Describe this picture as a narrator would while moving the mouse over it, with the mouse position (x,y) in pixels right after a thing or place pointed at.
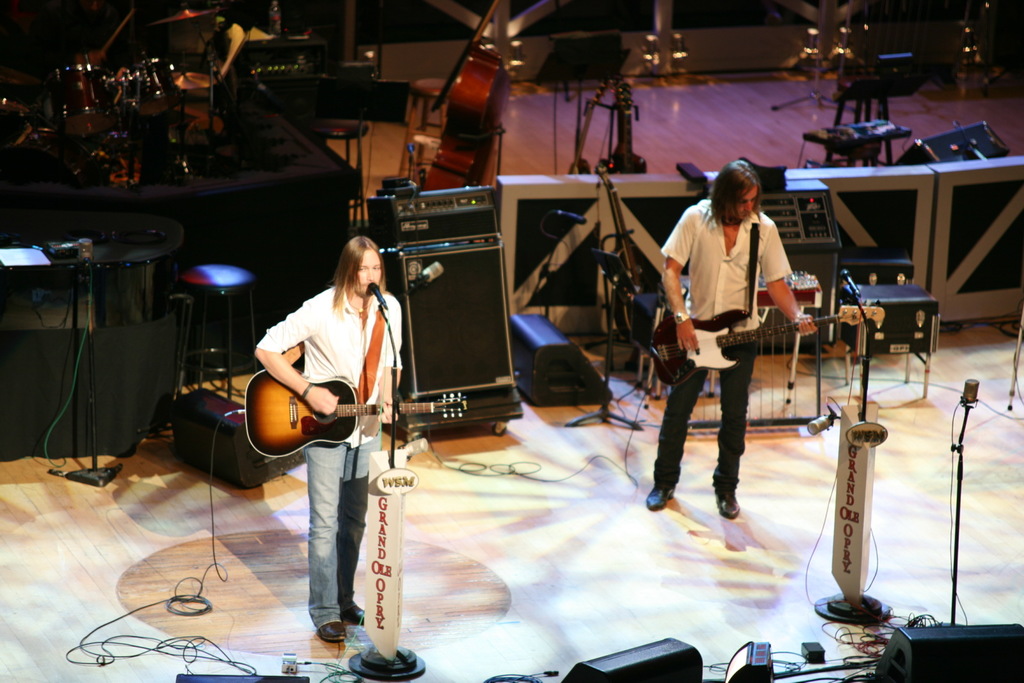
In the middle of the image (354,360) a man (322,328) standing and playing guitar (345,424) and singing. In the middle of the image (678,444) a man (695,263) is standing and playing guitar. Bottom right side of the image (952,598) there is a microphone (976,386). Top left side of the image (170,53) there is a drum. In the middle of the image (497,253) there are some musical instruments (488,106).
